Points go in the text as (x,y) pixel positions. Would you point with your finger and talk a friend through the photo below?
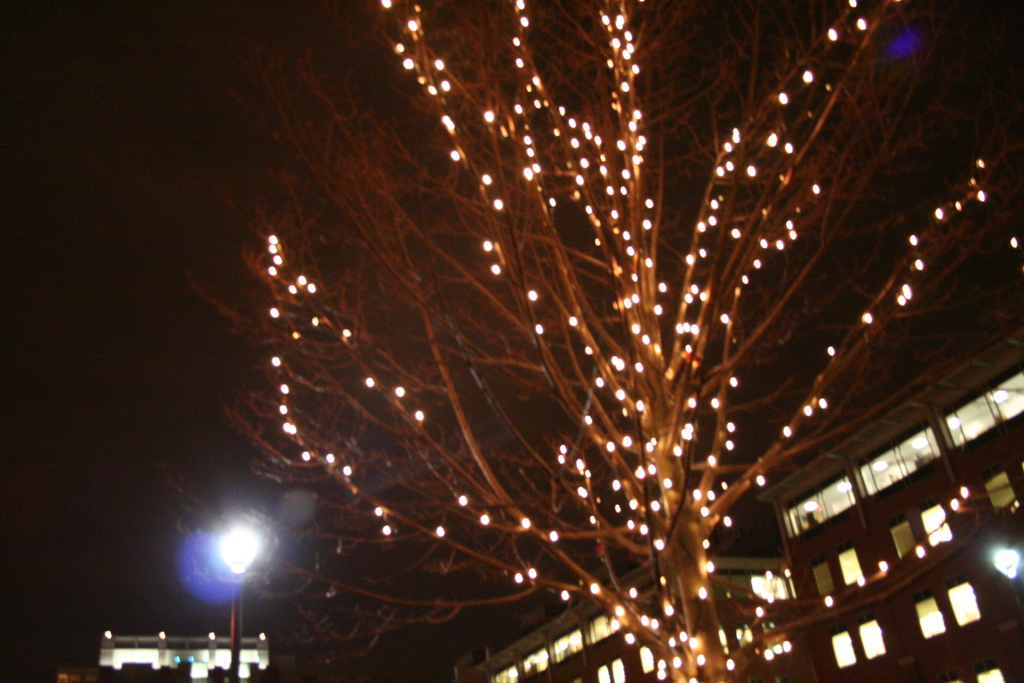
In this image I see the buildings (980,632) and I see a tree (644,270) over here on which there are lights (625,306) and I see the light poles (243,529) on either sides and it is dark in the background (938,6).
